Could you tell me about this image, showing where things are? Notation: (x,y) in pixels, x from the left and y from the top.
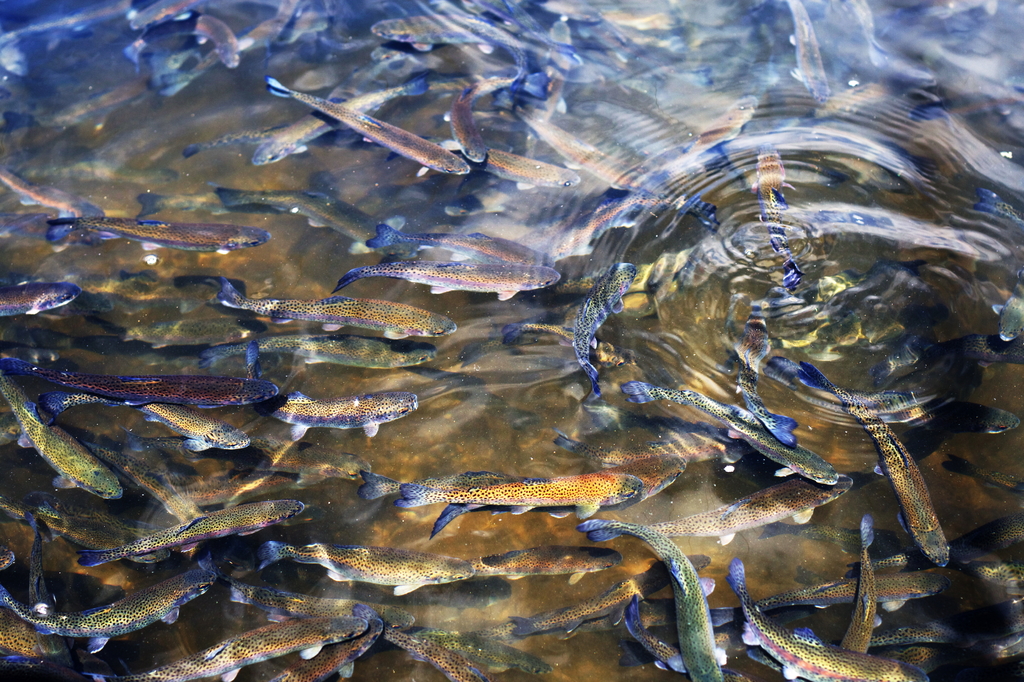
In this image there are many fishes (786,467) in the water (705,292) having ripples (830,321). Fishes (314,631) are of different colors.
